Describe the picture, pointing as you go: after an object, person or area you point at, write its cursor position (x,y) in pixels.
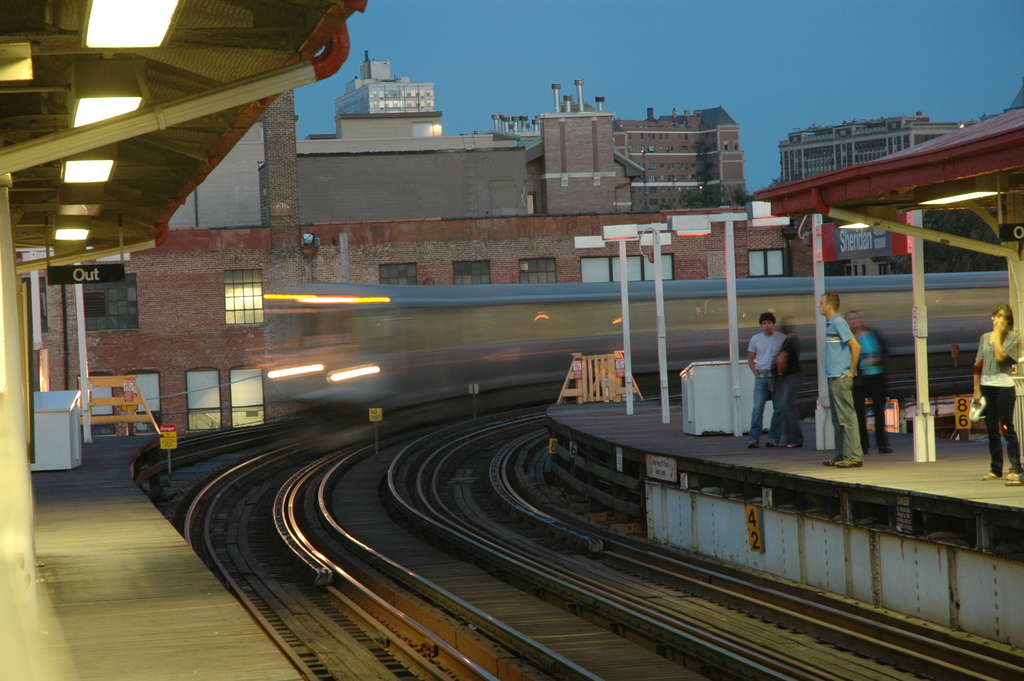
As we can see in the image there is a railway track (378,676), buildings (717,113) and few people (1003,386) here and there. On the top (613,72) there is sky (687,72).
